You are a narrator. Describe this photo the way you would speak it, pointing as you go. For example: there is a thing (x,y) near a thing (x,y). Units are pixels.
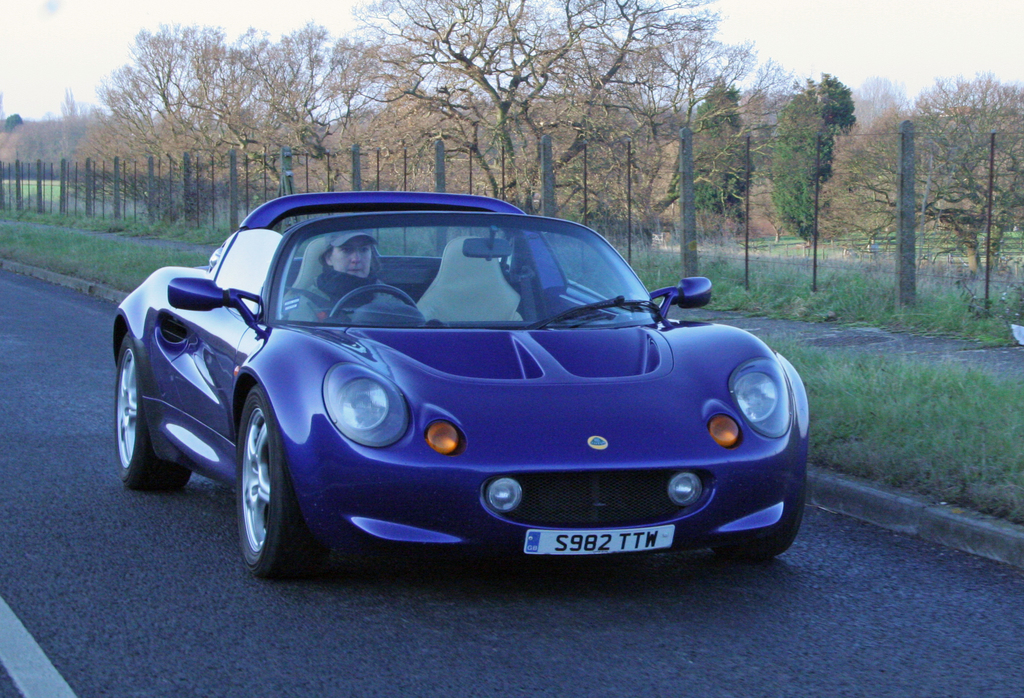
In the picture I can see a person (335,237) is sitting in the blue car (228,344) which is moving on the road (587,635). In the background (23,163), we can see the fence (498,178), trees (950,204), grass (975,398) and the sky (102,39).
